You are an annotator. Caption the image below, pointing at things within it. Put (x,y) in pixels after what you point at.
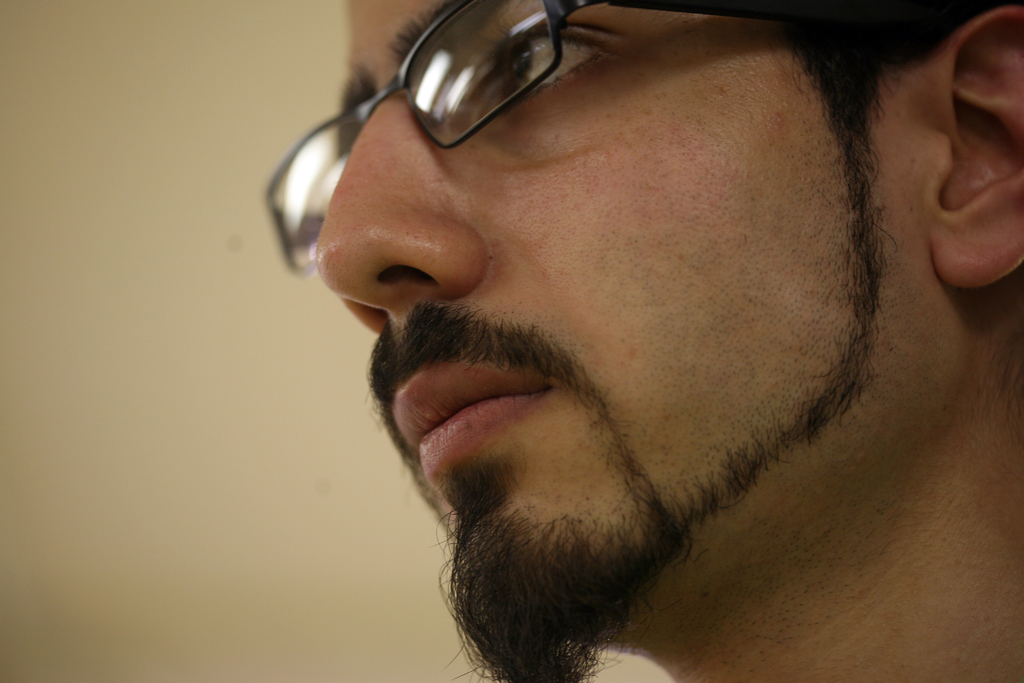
In this image there is a person (584,161) wearing spectacles (329,137). Background (234,476) there is a wall (166,507).
